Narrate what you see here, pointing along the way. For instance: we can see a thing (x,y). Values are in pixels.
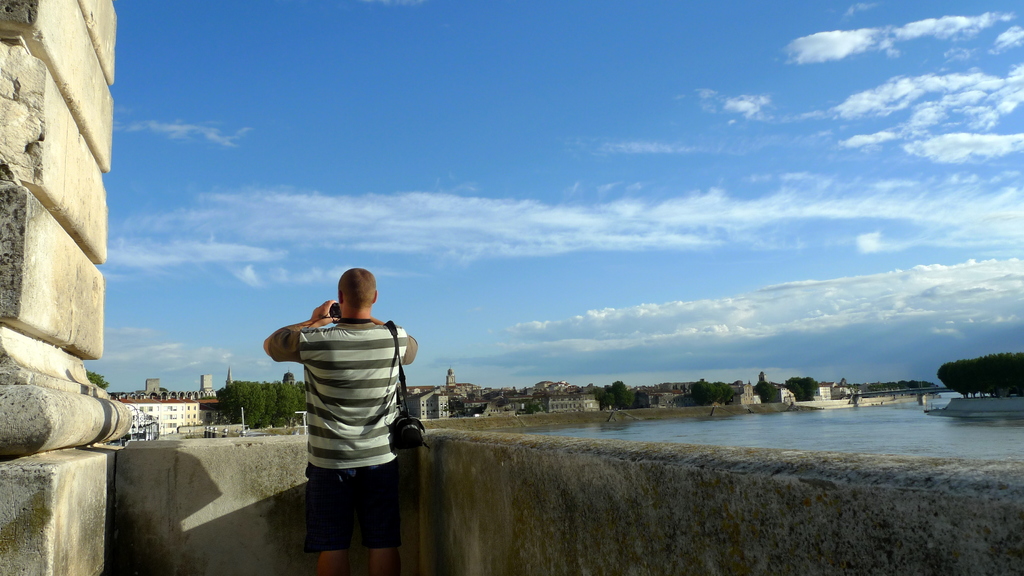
In the foreground of the picture (126,413) there is a person (354,331) holding camera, beside him there is a pillar (122,403), in front of him there is a wall (477,469). In the center of the picture (553,381) there are trees (268,404), buildings (783,398) and water body (911,417). Sky (533,177) is sunny.
